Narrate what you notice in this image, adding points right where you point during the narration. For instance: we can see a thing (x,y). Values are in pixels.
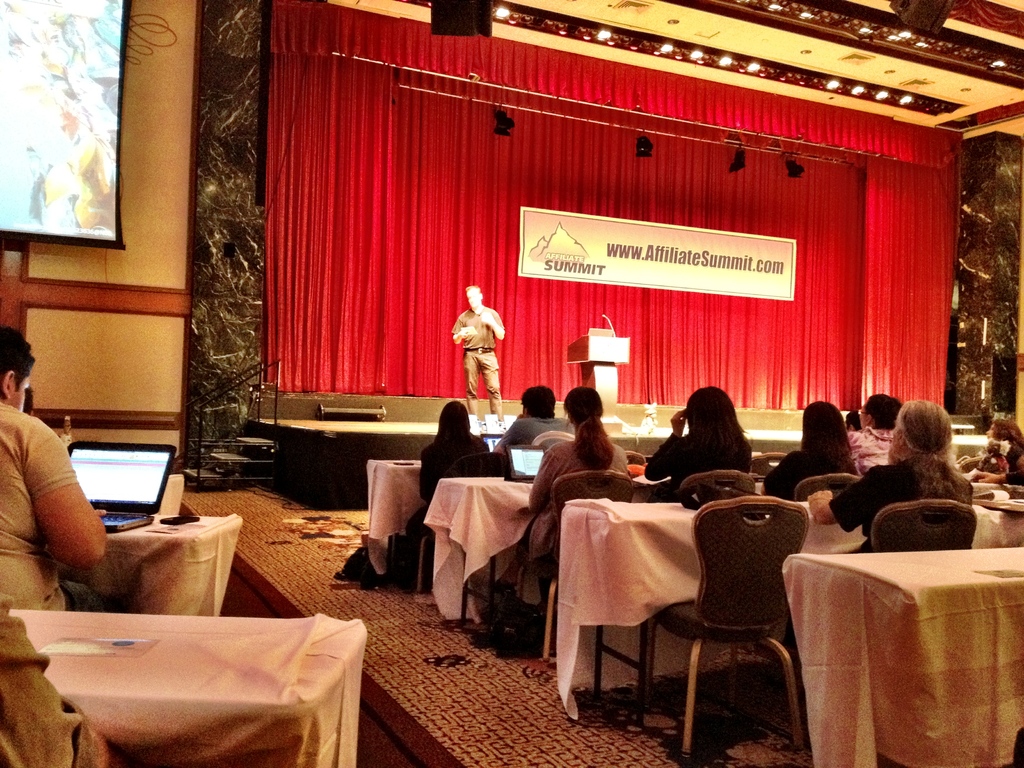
There are group of people (823,450) sitting in chairs (783,528) and there is a table (194,546) in front of them and there is a person (476,342) standing in front of them and the background curtain (460,254) is red in color.
